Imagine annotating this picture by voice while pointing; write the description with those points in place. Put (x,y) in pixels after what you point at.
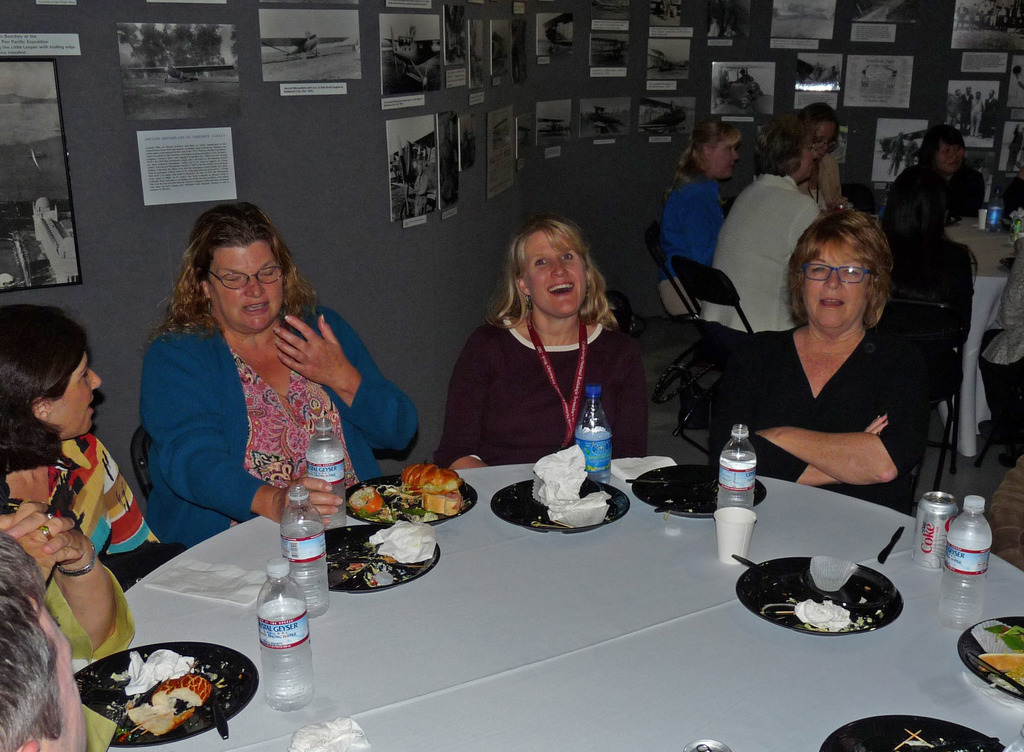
In this picture we have five people (28,428) sitting on the chairs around the table (492,495) on which there are some plates (532,523) and bottles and around them there's a wall (251,186) on with some pictures (877,72) are posted and the other people (820,147) sitting on the chairs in front of the tables (994,250).
